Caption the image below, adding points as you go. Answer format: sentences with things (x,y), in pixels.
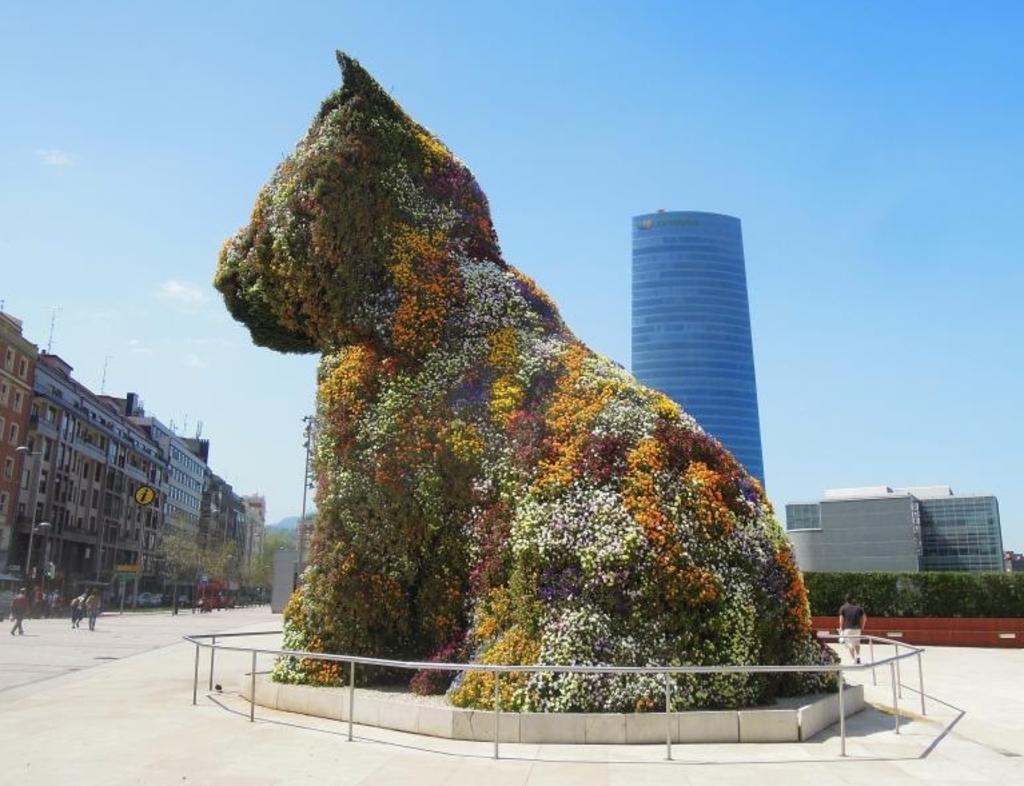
In this image, this looks like a giant flower sculpture of an animal (399,541). These are the buildings (907,548). I can see the bushes (891,608). There are few people (857,624) walking. This is the sky (120,206). This looks like a pathway (117,711).
